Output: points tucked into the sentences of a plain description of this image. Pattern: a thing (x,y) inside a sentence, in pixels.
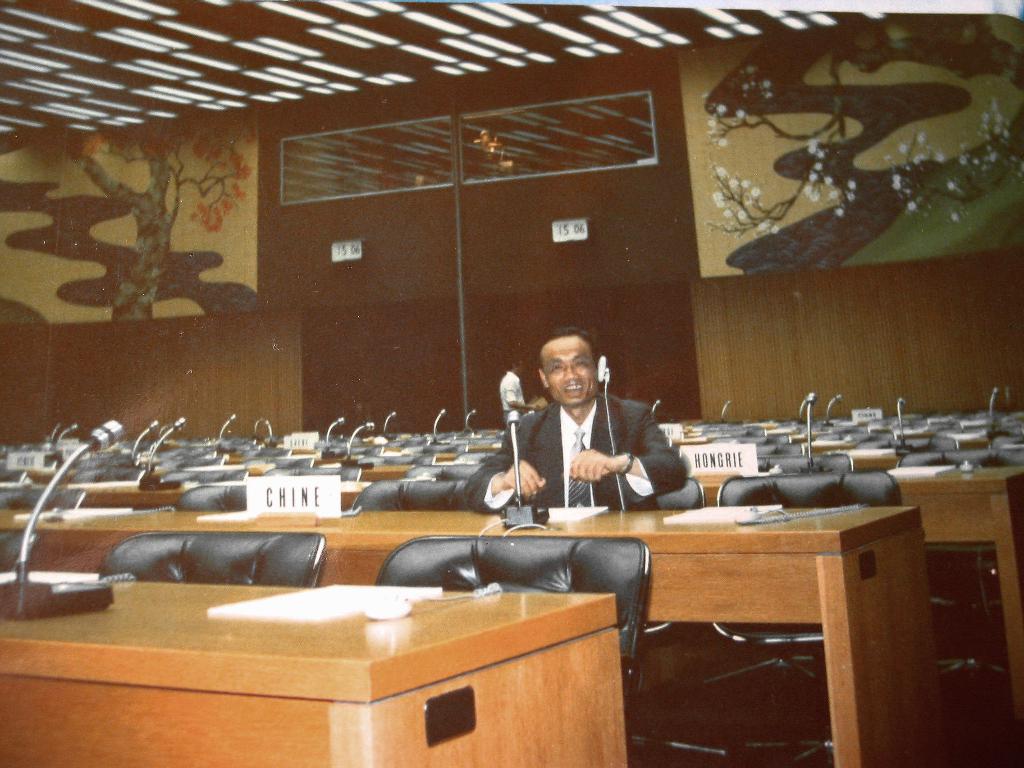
In this given picture, We can see a conference hall (26,430) which is fixed with mike's (220,434), chairs (238,448), lights (279,45) after that, We can see a person (572,403) sitting and smiling and a wall (44,234) designed with trees (151,250).
